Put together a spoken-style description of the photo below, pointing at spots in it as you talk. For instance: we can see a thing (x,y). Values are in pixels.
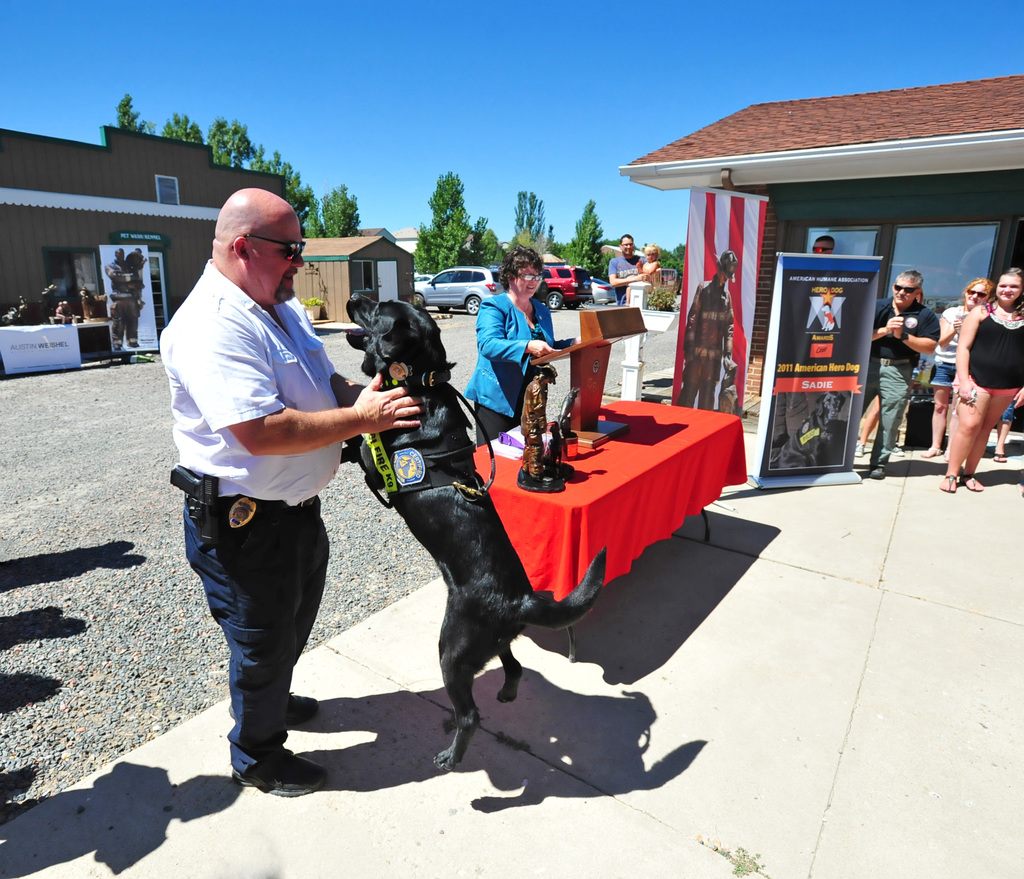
There is a group of people (623,293). In the center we have a one white color shirt person (299,341). He's holding a dog (425,490). We can see the background there is a house (332,300), tree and car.
